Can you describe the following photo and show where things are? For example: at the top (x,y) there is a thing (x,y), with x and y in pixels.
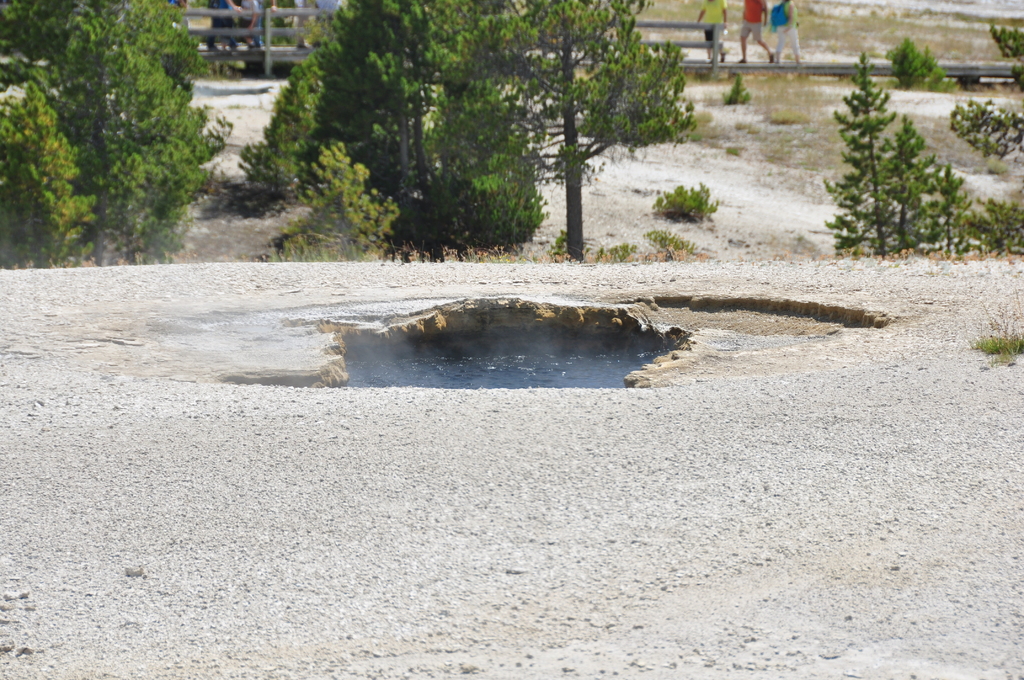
In the image we can see some stones (478,276). Top of the image (147,81) there are some trees (424,128). Behind the trees (637,125) there is a fencing (237,13). Behind the fencing (237,29) few people (217,17) are walking.
